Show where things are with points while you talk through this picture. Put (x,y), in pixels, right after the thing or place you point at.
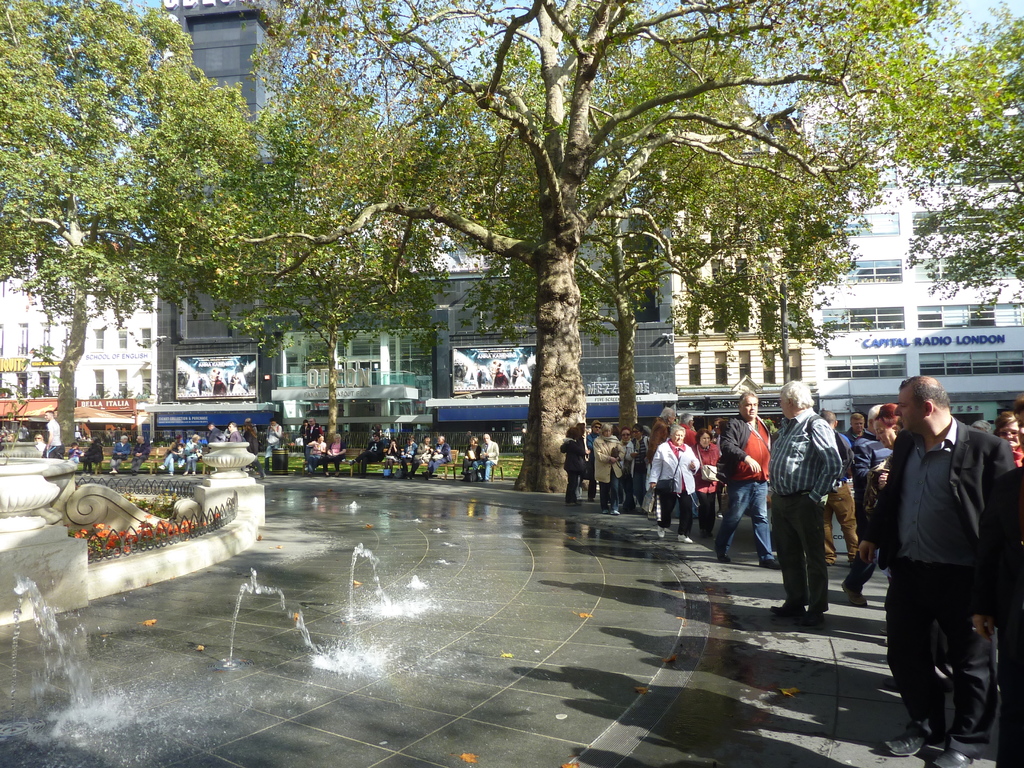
This picture is clicked outside. On the right (750,459) we can see the group of people (579,459). In the center (383,509) there is a running water (350,653) on the ground (406,662). On the left (124,540) there are some objects (148,509). In the background (185,322) we can see the sky (463,72), trees (363,221) and buildings (234,330).
